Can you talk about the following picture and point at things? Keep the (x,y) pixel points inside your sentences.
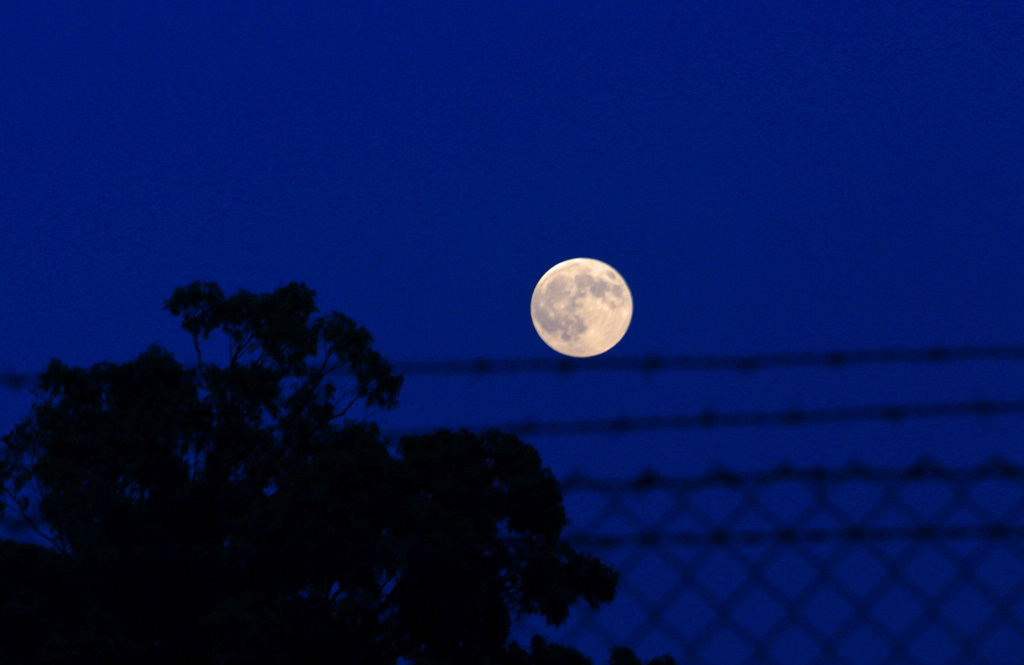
In this image, we can see a mesh (616,516), fencing (597,429) and tree (439,489). Background (602,341) there is a sky (611,217) and moon (588,304).
